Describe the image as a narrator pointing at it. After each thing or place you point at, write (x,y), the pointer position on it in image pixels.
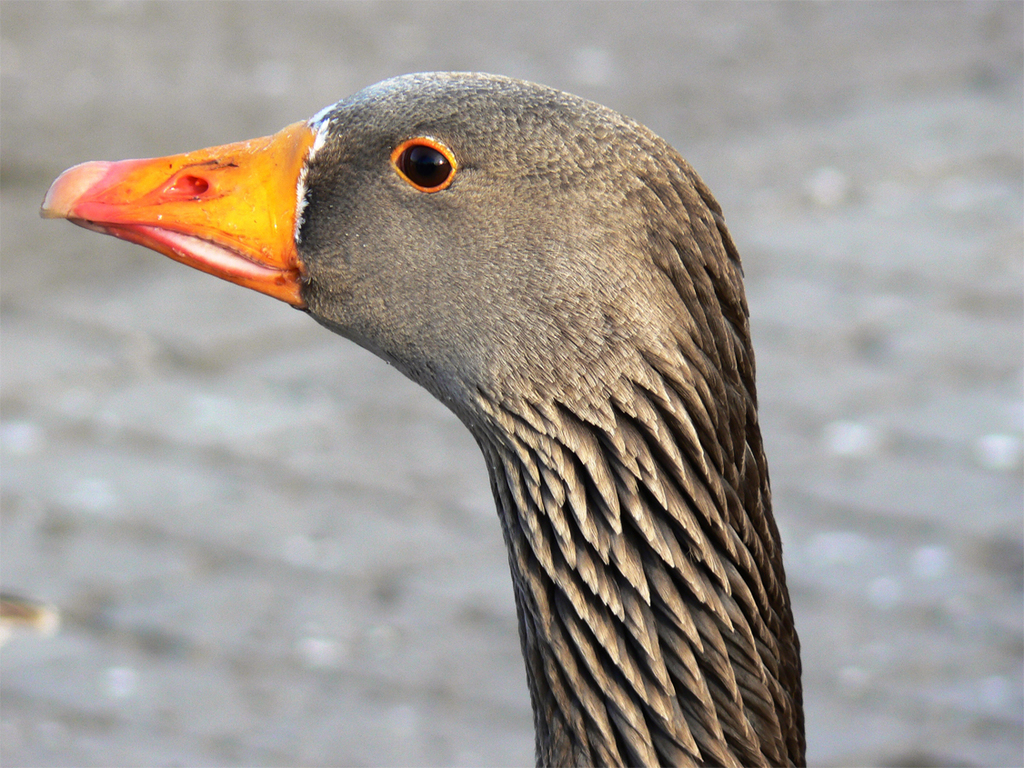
In this image we can see the head (448,360) of a goose (585,371). In the background of the image (226,26) there is a blur background (57,546).
